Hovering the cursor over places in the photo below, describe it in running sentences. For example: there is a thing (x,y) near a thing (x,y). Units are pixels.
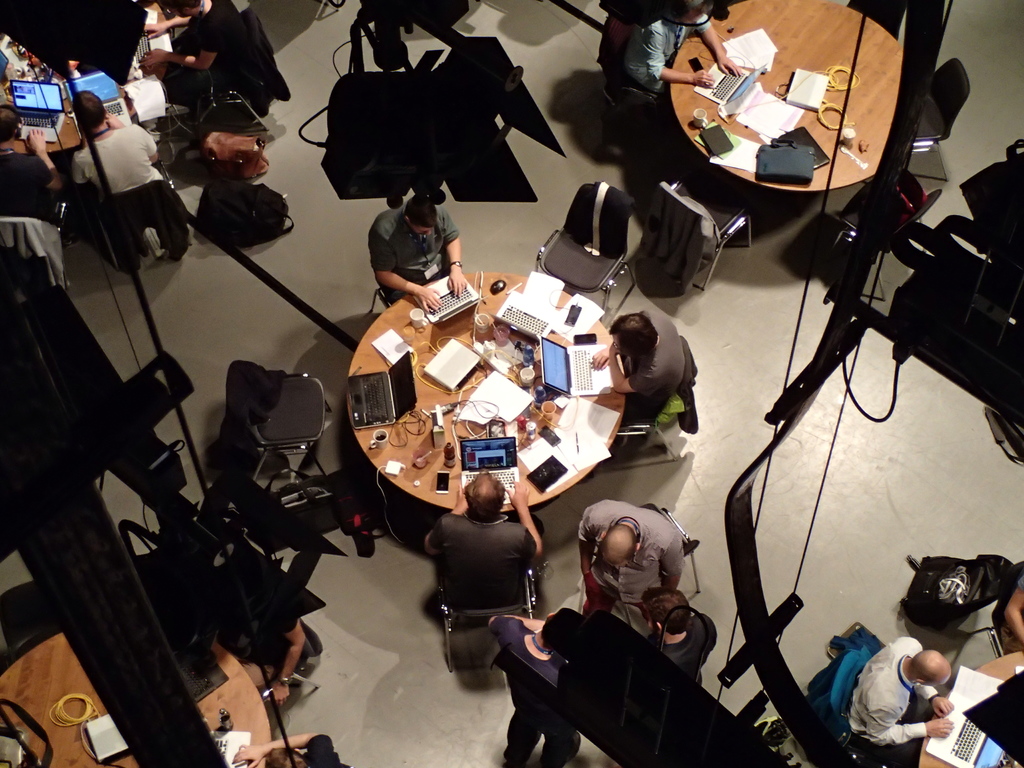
In this image we can see people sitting on chairs (653,509) around the table (435,466). We can see laptops (500,455), papers (492,400), mobile phones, cups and few things (446,408) on the tables (435,479).
